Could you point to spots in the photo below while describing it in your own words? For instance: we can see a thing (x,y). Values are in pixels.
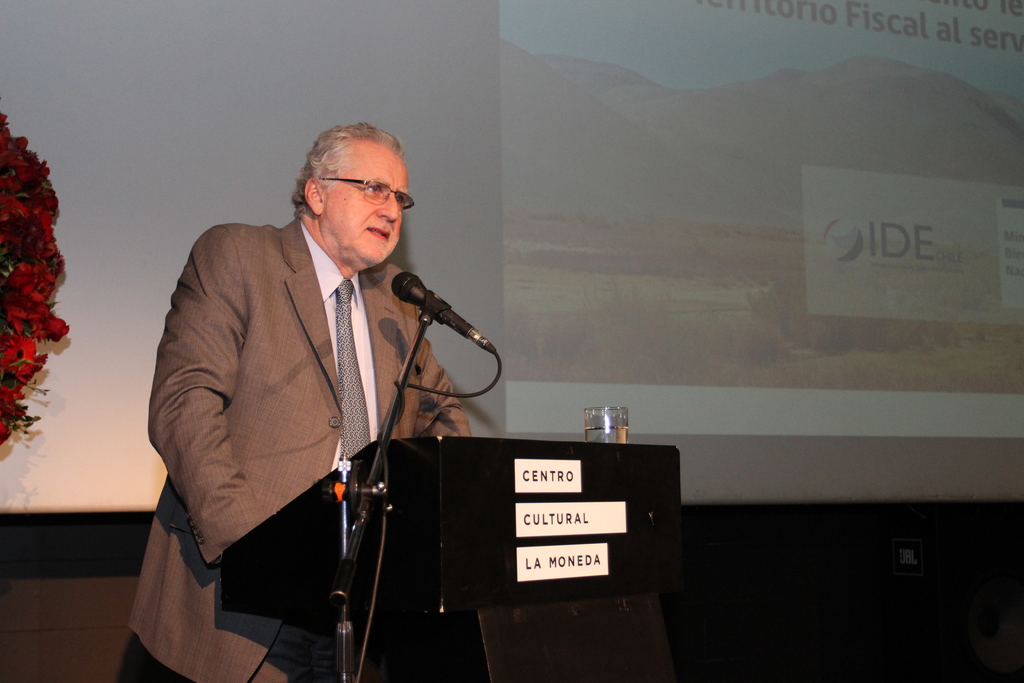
This image consists of a podium (646,574). On that there is a glass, there is a mic (417,303) in the middle (422,314). There is a person (280,439) near the podium (297,524). He is talking something. He is wearing a blazer (152,565). There are flowers (10,187) on the left side (13,169). There is a screen (730,337) behind him.
